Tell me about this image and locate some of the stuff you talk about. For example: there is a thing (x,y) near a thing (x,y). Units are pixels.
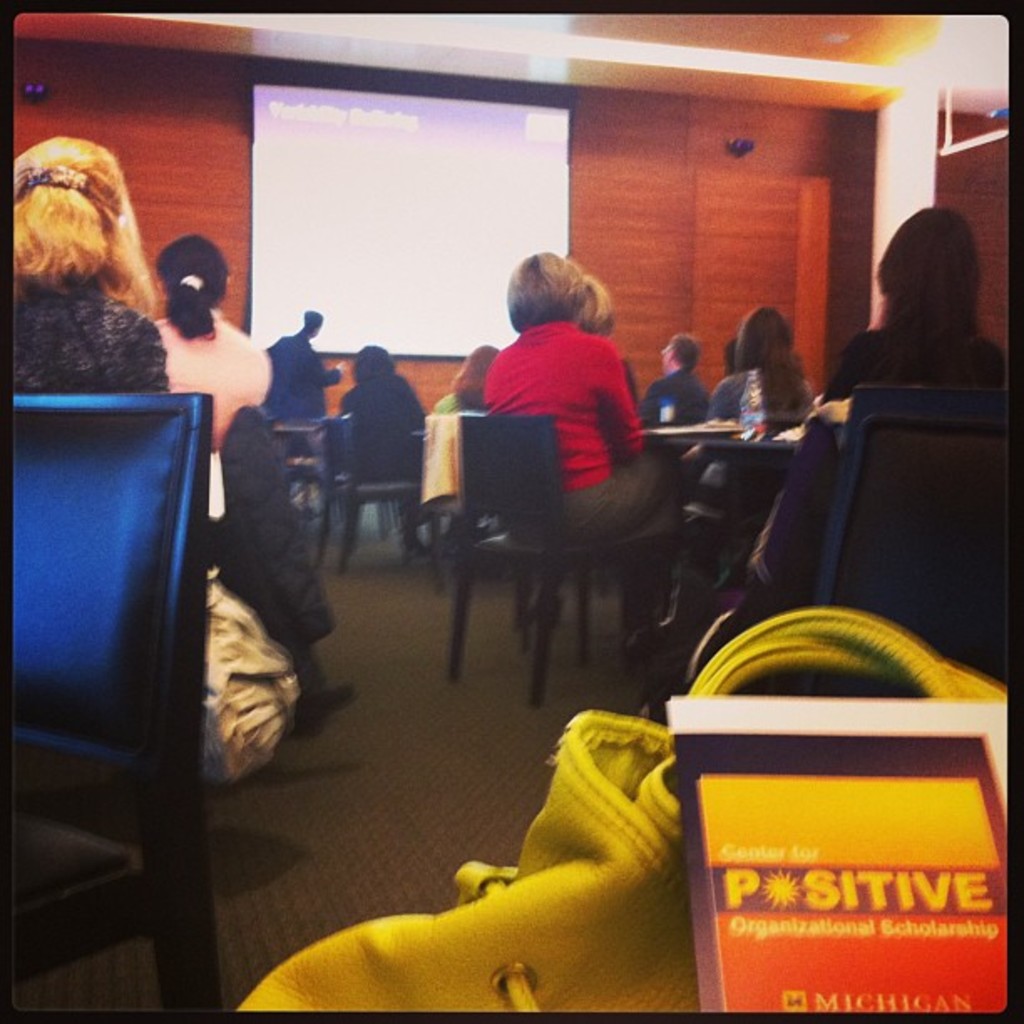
In this image I can see a group of people (186,257) sitting in chairs (916,542) facing towards the back (358,381). I can see a screen (285,319) and a person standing before the screen (359,333). I can see a wall (655,255) behind the screen (483,206). In the bottom right corner (688,1003) I can see a leather bag (648,978) and a book (781,916) with some text (862,908).
